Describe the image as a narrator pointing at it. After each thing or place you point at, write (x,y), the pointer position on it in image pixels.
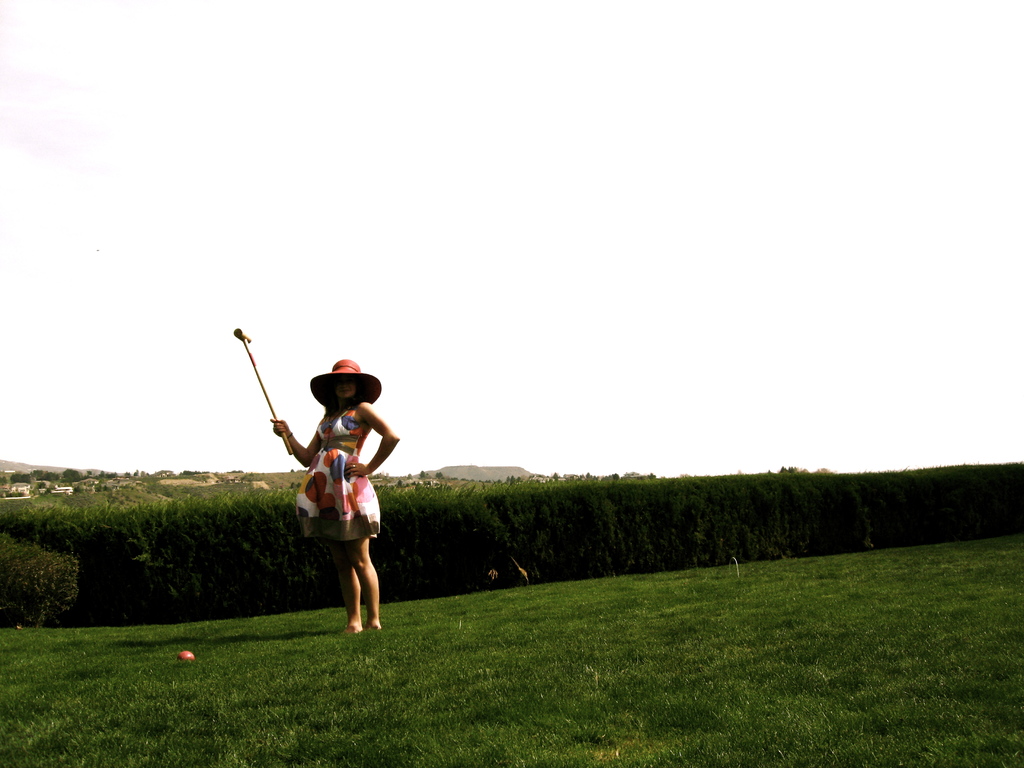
In this picture I can see the grass (291,656) and I see a woman (327,428) who is standing and I see that she is wearing a hat (349,363) and she is holding a thing (274,417). In the middle of this picture (451,507) I can see the bushes (62,531). In the background (217,178) I can see the sky (768,274).
